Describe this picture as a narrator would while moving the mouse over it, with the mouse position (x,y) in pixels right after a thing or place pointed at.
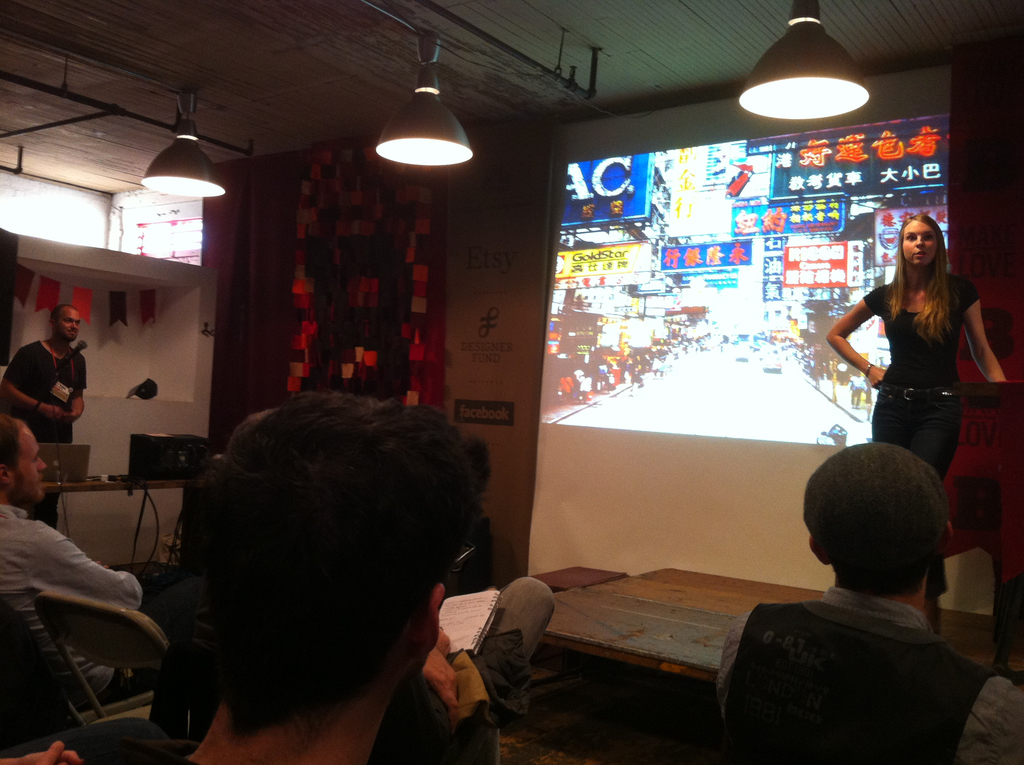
In this picture we can see some people (250,551) sitting on chairs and two people (36,405) are standing and in the background (710,270) we can see the lights (180,164), decorative flags (83,303), laptop (82,452), screen (702,259), book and some objects (519,418).
